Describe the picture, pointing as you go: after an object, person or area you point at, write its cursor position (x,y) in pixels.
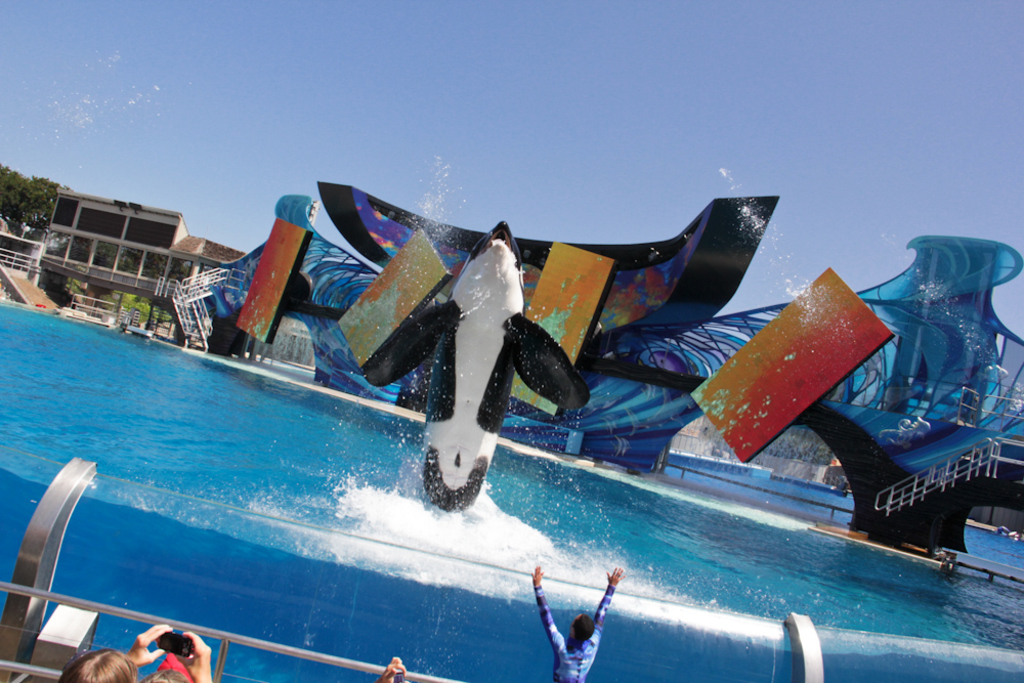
In this image there is the water (374,484). There is a dolphin (459,428) jumping out of the water (419,429). At the bottom (59,604) there is a railing (102,606). There are people (103,653) at the railing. In the background (409,276) there are buildings (134,280), railings (175,306) and trees (47,199). At the top (524,91) there is the sky (514,131).
